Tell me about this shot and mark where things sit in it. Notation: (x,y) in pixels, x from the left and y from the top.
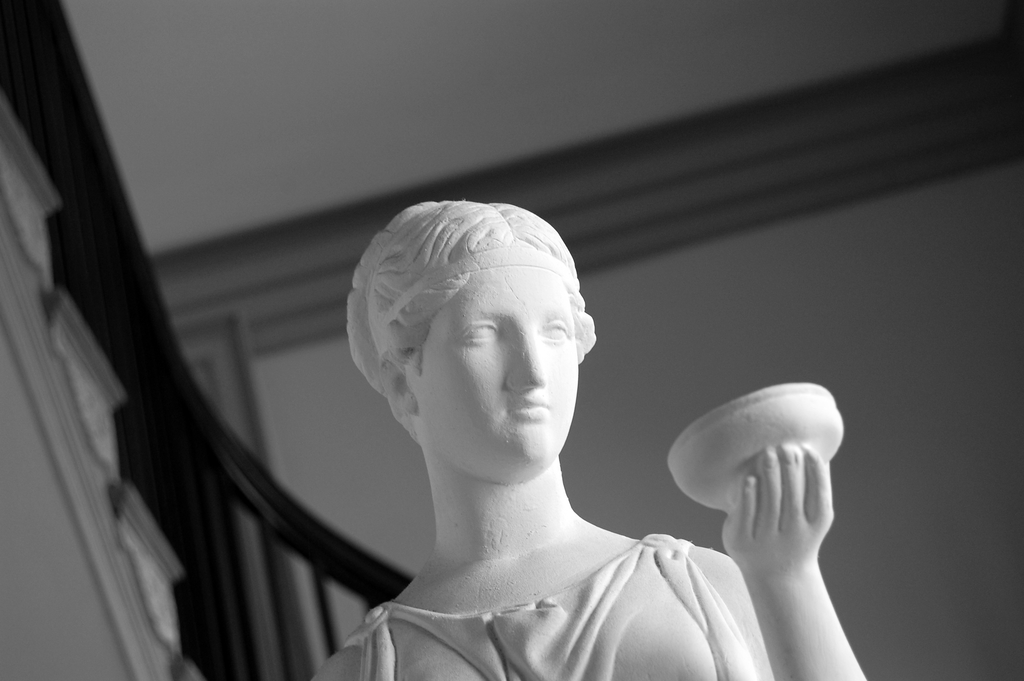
This is a black and white image Here I can see a statue of a person (501,443). On the left side (89,348) I can see the stairs (64,380) and railing (72,158). In the background (777,310) there is a wall (886,330).
